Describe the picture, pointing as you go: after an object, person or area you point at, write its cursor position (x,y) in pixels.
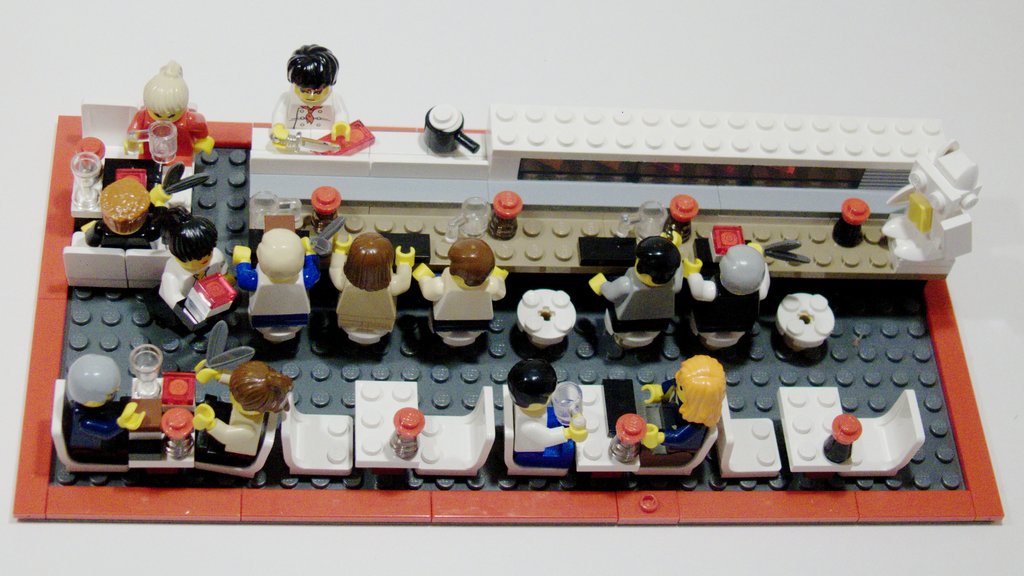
In this image we can see group of dolls (281,280) placed on the surface (819,384). In the background (560,243), we can see Lego toys (810,145), some jars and mugs (95,175).
